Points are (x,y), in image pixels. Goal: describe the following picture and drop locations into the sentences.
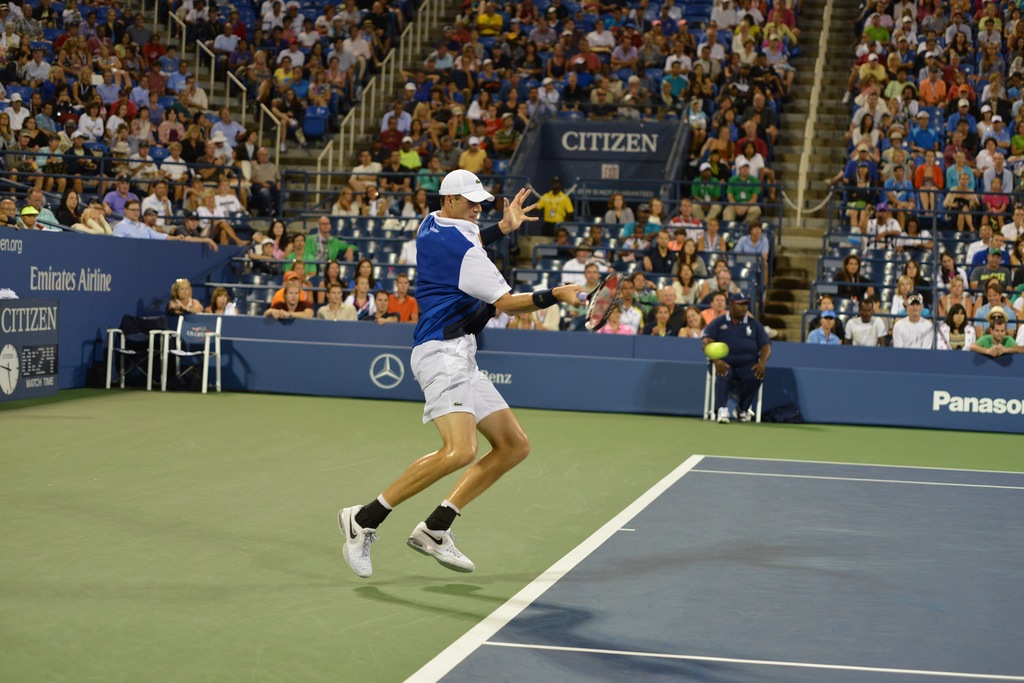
This picture is taken in the stadium (906,438), In the middle (450,392) there is a man (450,436) standing and he is holding a bat (594,306), There is a ball (713,350) which is in yellow color, In the background (934,154) there are some people (780,80) sitting on the chairs (919,160).
